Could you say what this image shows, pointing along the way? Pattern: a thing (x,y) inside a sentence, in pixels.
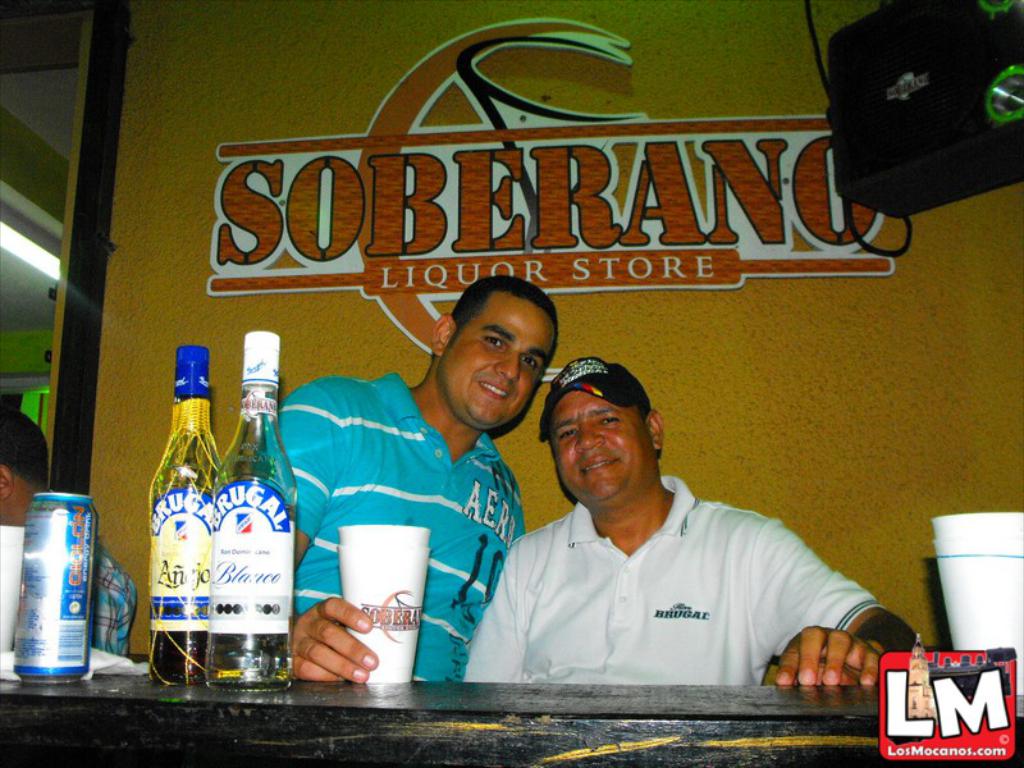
There are two persons (575,376) here, one person (732,563) is sitting he is wearing a white shirt (527,623) and black cap (605,396) and beside the person (579,404) another person (372,412) who is standing wore blue color shirt (433,667) he is holding a cup (414,633) in his hand (313,636), there is a table (71,728) in front of him there are two bottles (173,613) on the table (110,655), a can (90,610) sorry a tin (65,619), beside the blue color shirt (323,550) there is another person (10,424) who is sitting left to him, in the background (790,229) we can see the store name (816,266) on the wall (881,323), a light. that's it.
